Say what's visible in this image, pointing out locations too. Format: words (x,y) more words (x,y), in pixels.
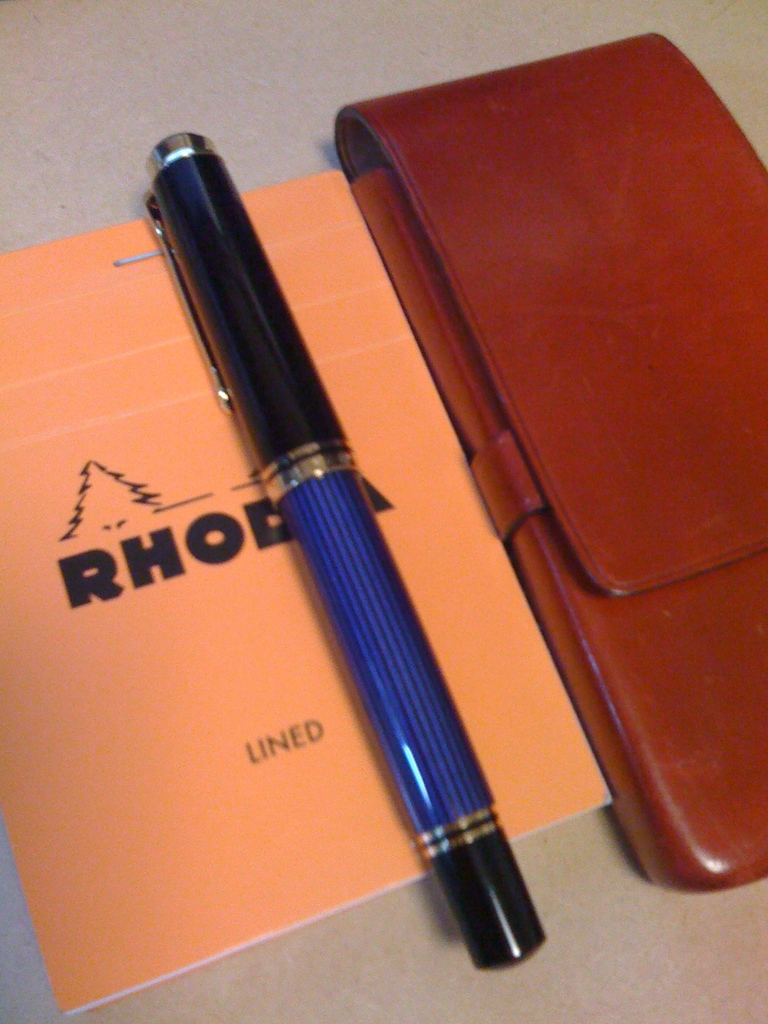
In this image, we can see a book (258,539), a pen (456,856) and an object (626,675) on the surface (438,1010).
